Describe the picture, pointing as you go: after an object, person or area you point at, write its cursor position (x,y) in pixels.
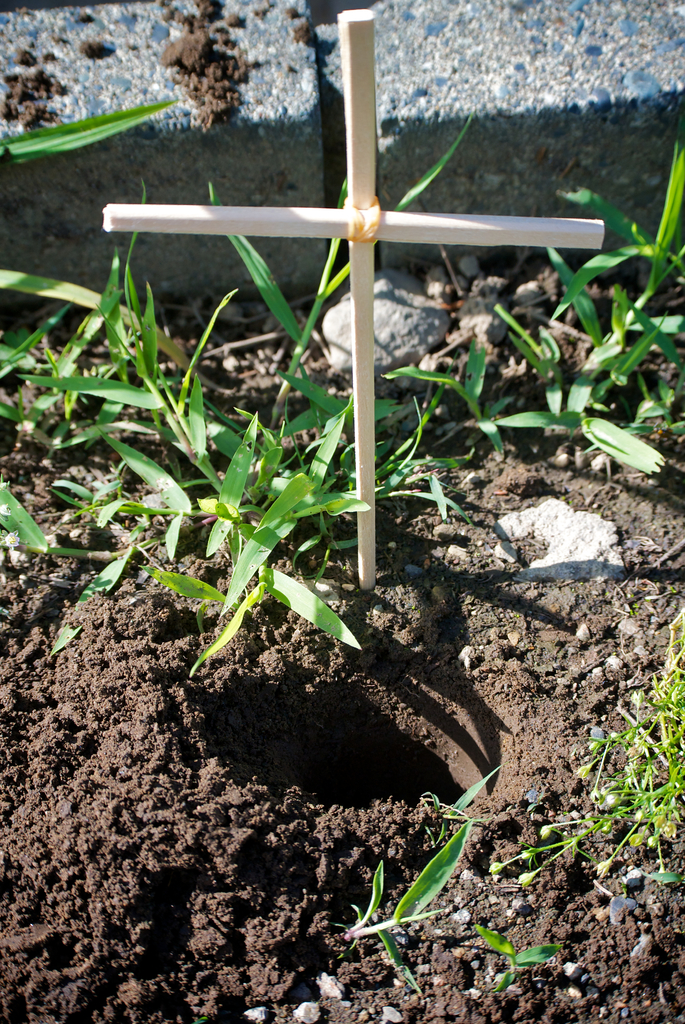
In this image there are stones (389,322), there is soil (375,741), there is grass (547,365), there is a cross symbol (344,214).
